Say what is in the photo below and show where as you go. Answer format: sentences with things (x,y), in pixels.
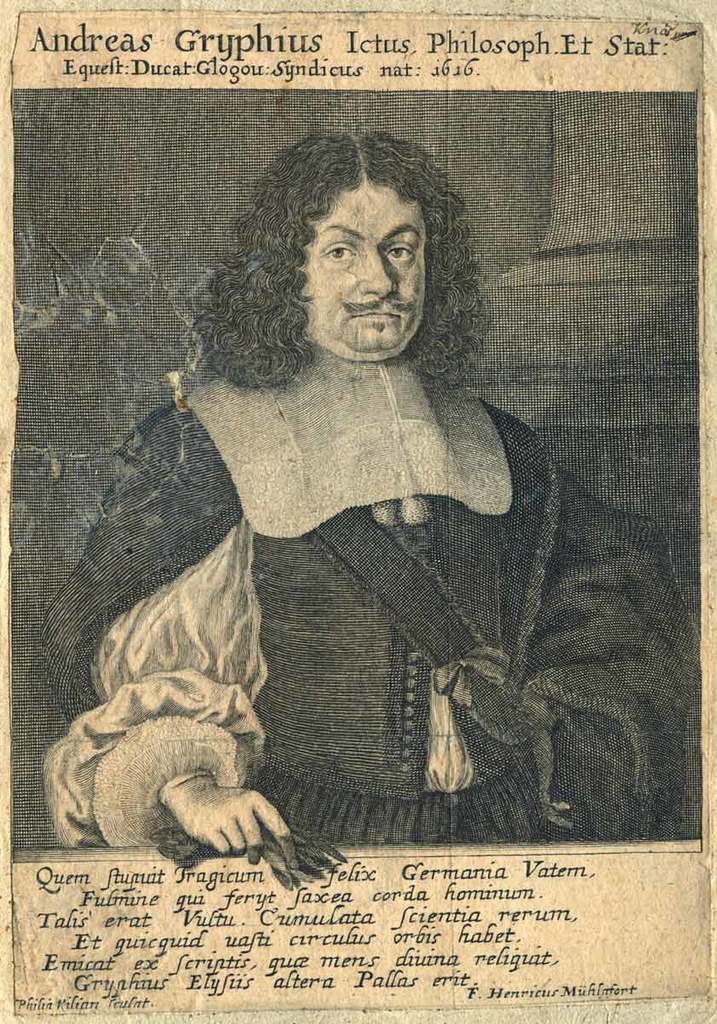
In this image there is one poster (516,255) and on the poster (461,37) there is one person (315,471). At the top (498,32) and bottom of the image (362,967) there is text (82,963).
